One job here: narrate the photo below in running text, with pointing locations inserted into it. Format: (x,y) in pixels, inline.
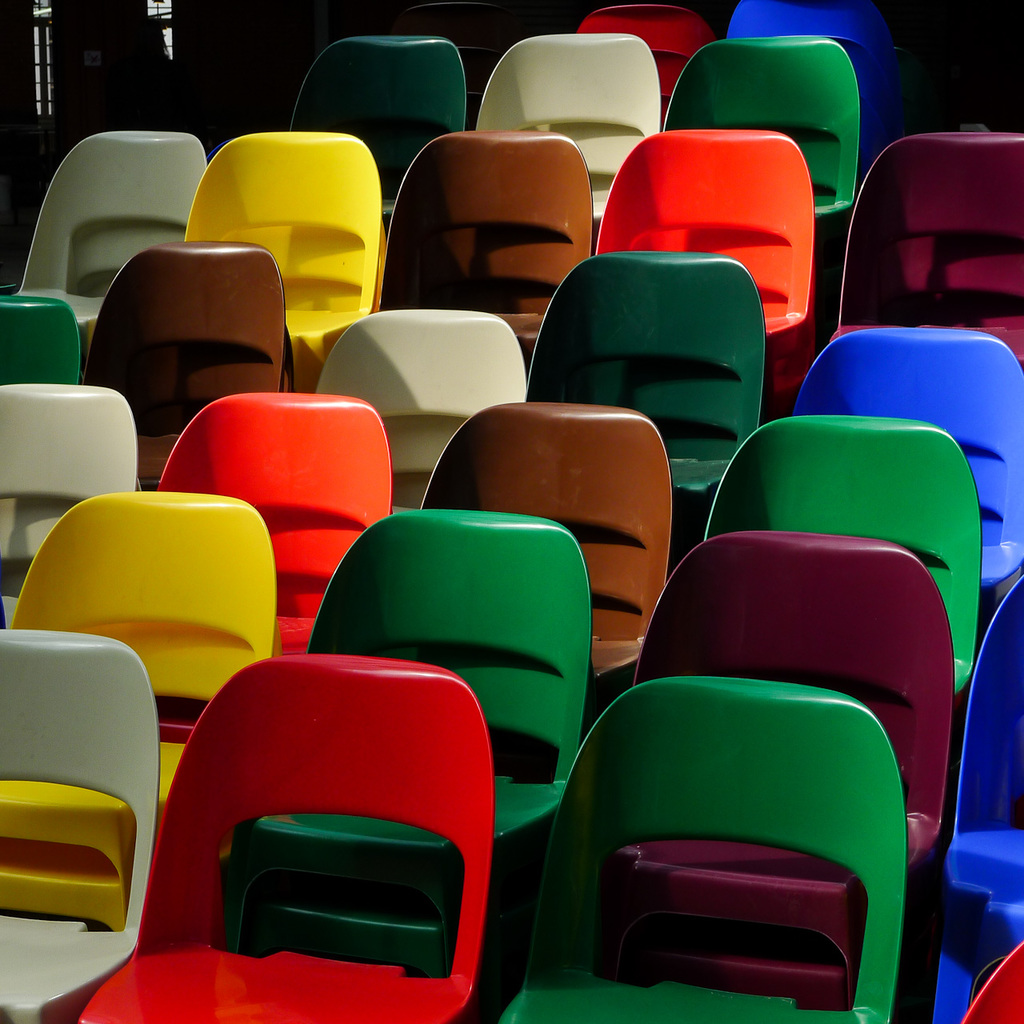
In this image, we can see chairs (418,543).
